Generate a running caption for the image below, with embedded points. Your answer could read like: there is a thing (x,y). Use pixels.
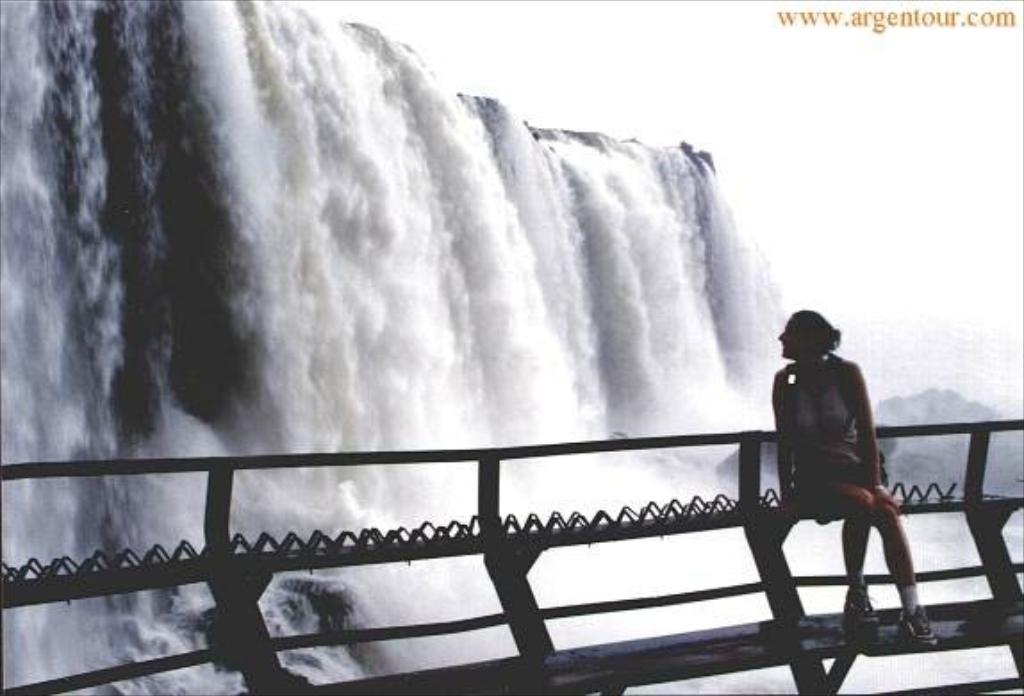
On the right side (817,431) a woman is sitting on a metal object (781,523) at the fence (778,508). In the background (648,254) we can see waterfall (592,414) and sky (720,84). At the top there is a text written on the image.
